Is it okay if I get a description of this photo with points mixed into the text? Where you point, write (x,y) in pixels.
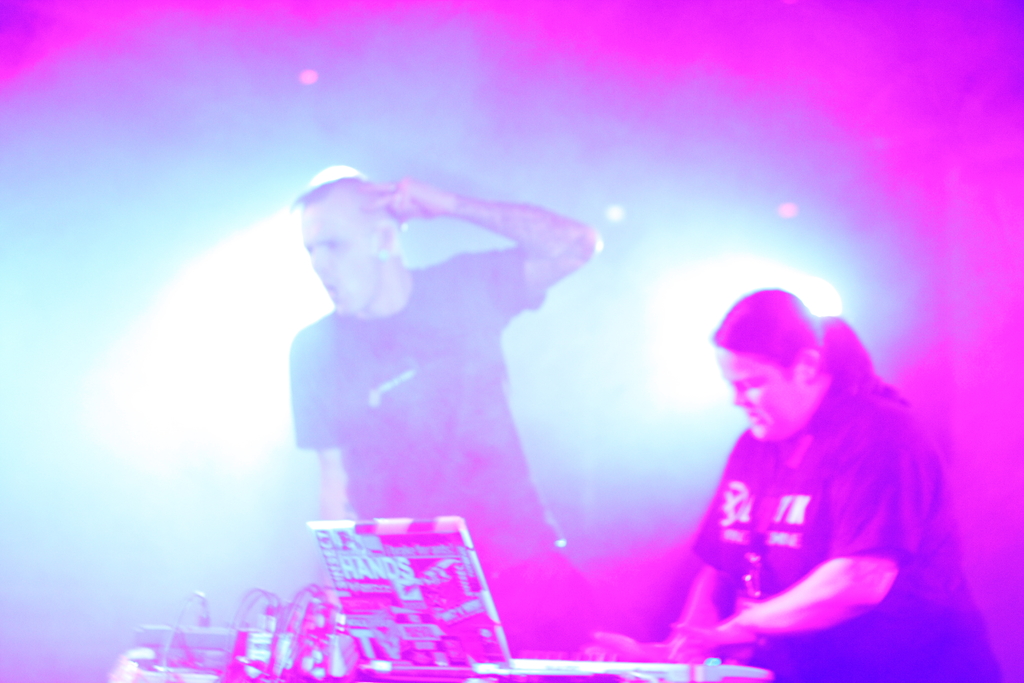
This image consists of two persons (378,508). On the right (823,673), the women (848,430) wearing black T-shirt (801,570) is playing the DJ (677,671). In the middle (355,326), the man (342,343) standing is wearing a black T-shirt (424,463). At the bottom (248,666), there is a table (536,682) on which we can see a laptop (470,655), and musical set (273,651). In the background (882,110), there are lights (88,242) in pink and white color.
